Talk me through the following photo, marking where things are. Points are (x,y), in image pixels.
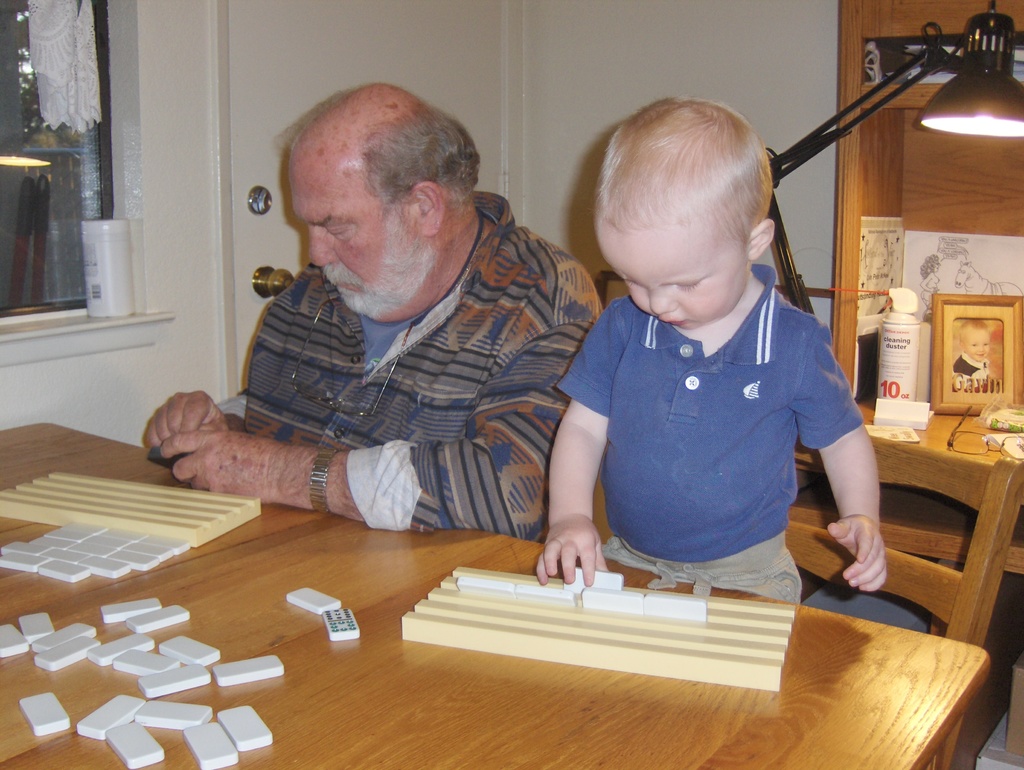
A old man (394,354) is sitting on the chair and a kid (682,393) is standing on the chair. On the table (288,653) we can see some puzzle blocks (160,655). In the background (787,257) there is a lamp (999,121), photo frame (974,377), door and window (75,184).
